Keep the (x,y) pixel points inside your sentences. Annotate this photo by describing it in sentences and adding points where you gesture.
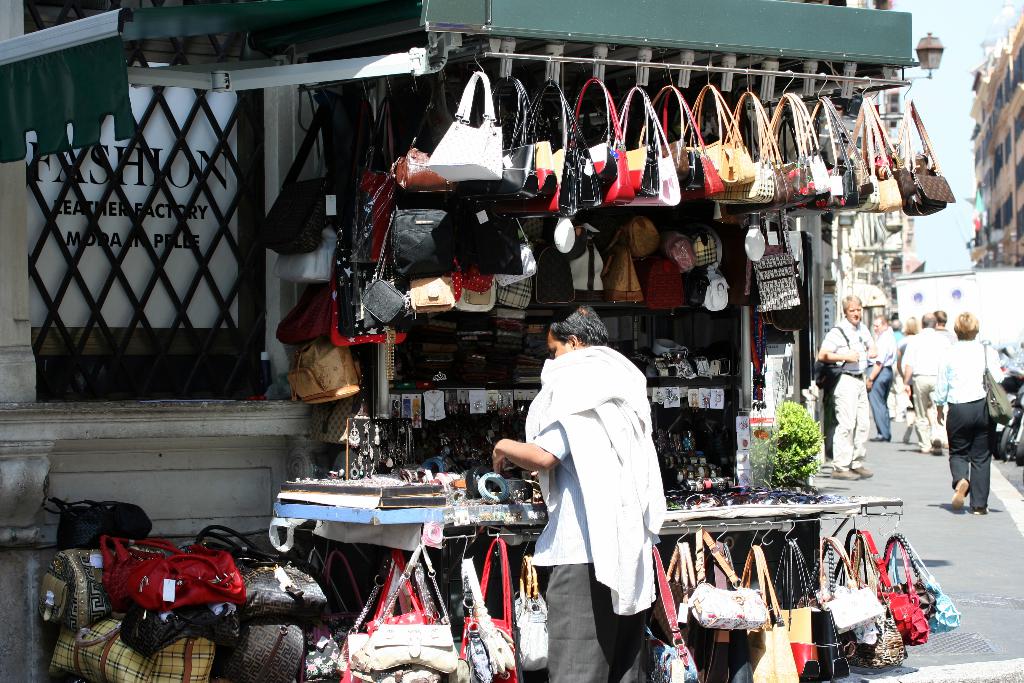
In this image we can see bags (186,658), table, stall (700,517), plant (809,417), board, road (939,515), buildings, and people (955,403). Here we can see sky (953,261).
